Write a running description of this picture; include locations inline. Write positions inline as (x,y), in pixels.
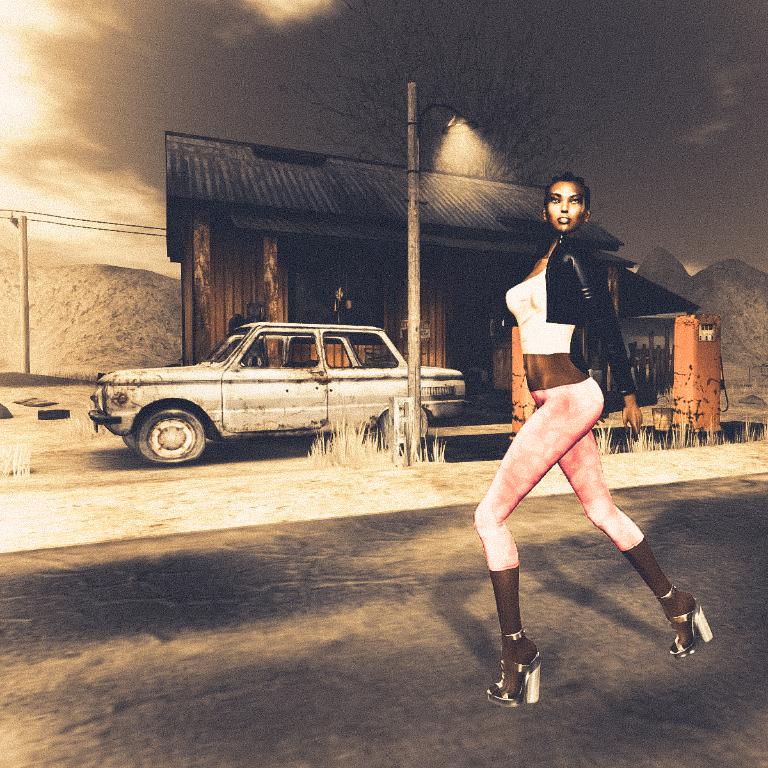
In the image we can see the animated picture, in it we can see a woman (597,484) walking, she is wearing clothes (633,374) and sandals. We can even see a vehicle (270,364), house (269,296), light pole (418,260), electrical wires (22,212), hills (711,293) and the sky (94,78).
